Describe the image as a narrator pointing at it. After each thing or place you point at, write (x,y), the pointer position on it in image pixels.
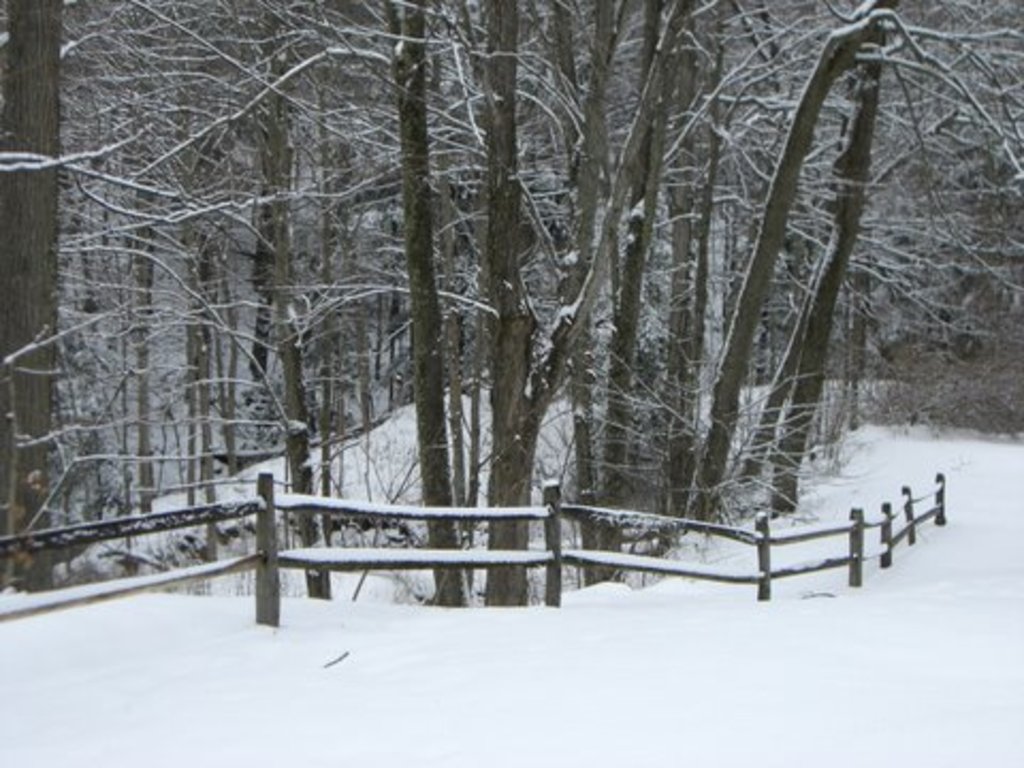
In this image there is a land (209,598) that is covered with snow (830,765), in the background (776,574) there is a fencing (843,562) and trees (844,81) that are also covered with snow (543,490).
